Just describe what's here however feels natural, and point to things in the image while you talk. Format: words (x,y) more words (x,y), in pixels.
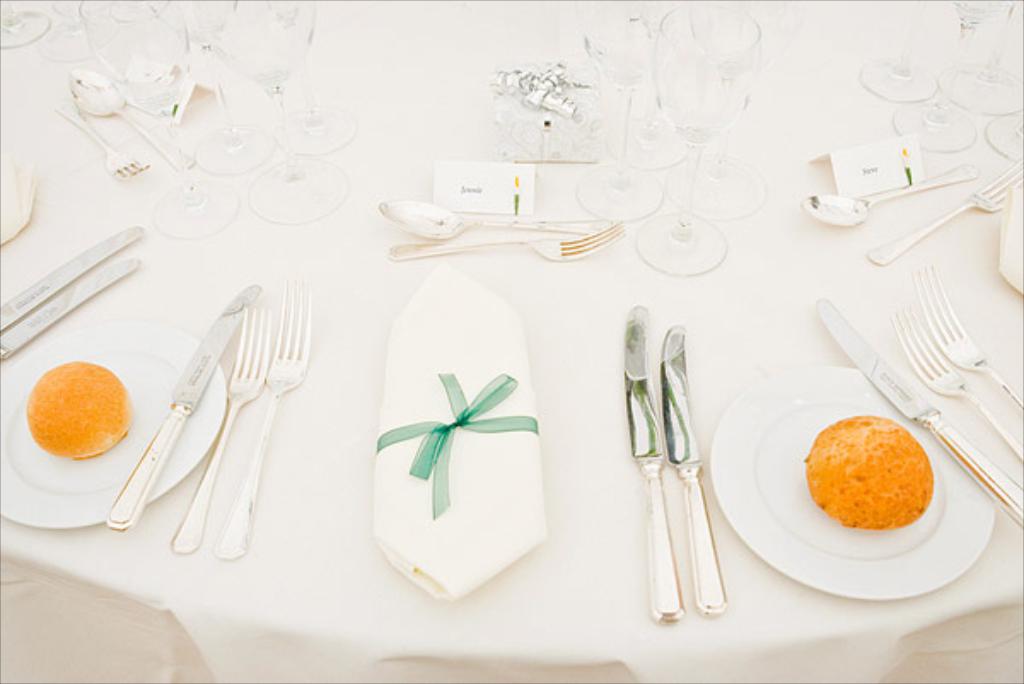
In this image I can see two plates (745,542) with food (54,448), knives (138,481), forks (219,444), cards (206,92), glasses (178,88) and the white color object (403,449) with ribbon (440,447). These are on the white color surface (440,650).
